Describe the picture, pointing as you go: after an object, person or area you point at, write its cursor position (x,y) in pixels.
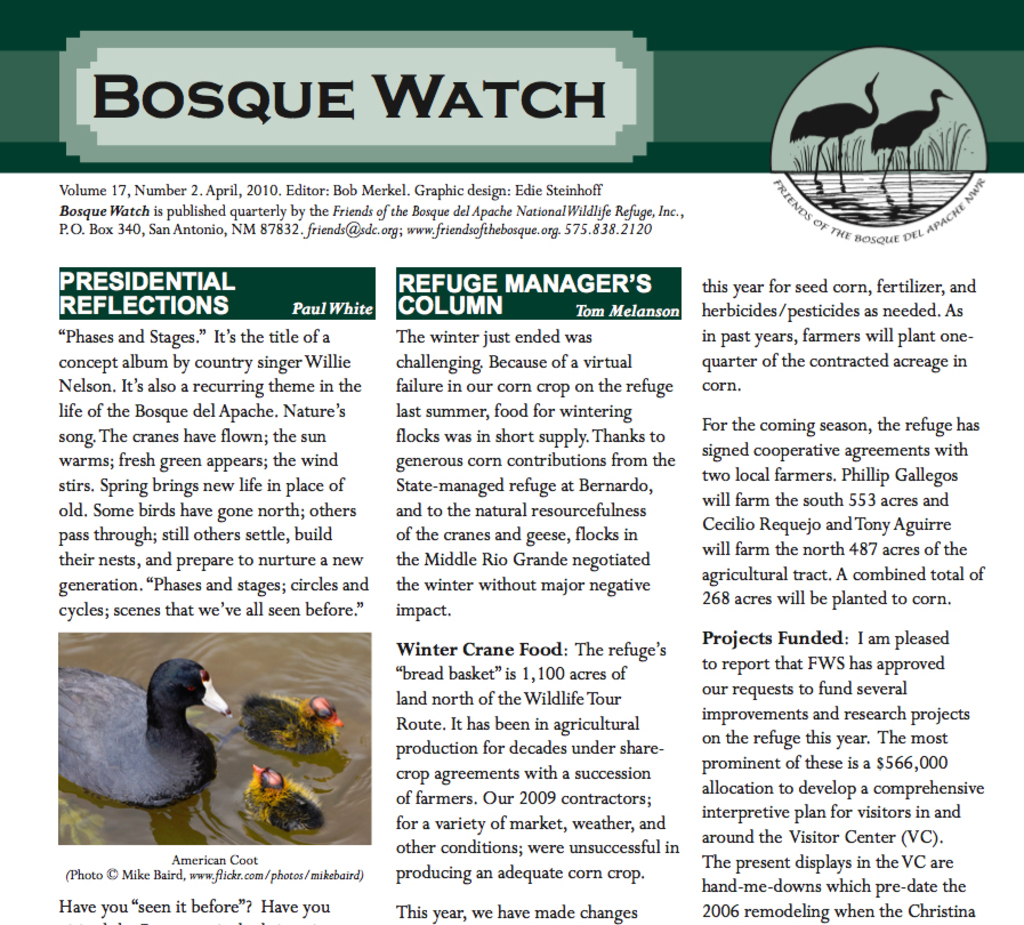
This is a poster (297,92) with something written on that. Also there is an image (212,734). On that image there are ducks (228,714) in the water (361,755).
